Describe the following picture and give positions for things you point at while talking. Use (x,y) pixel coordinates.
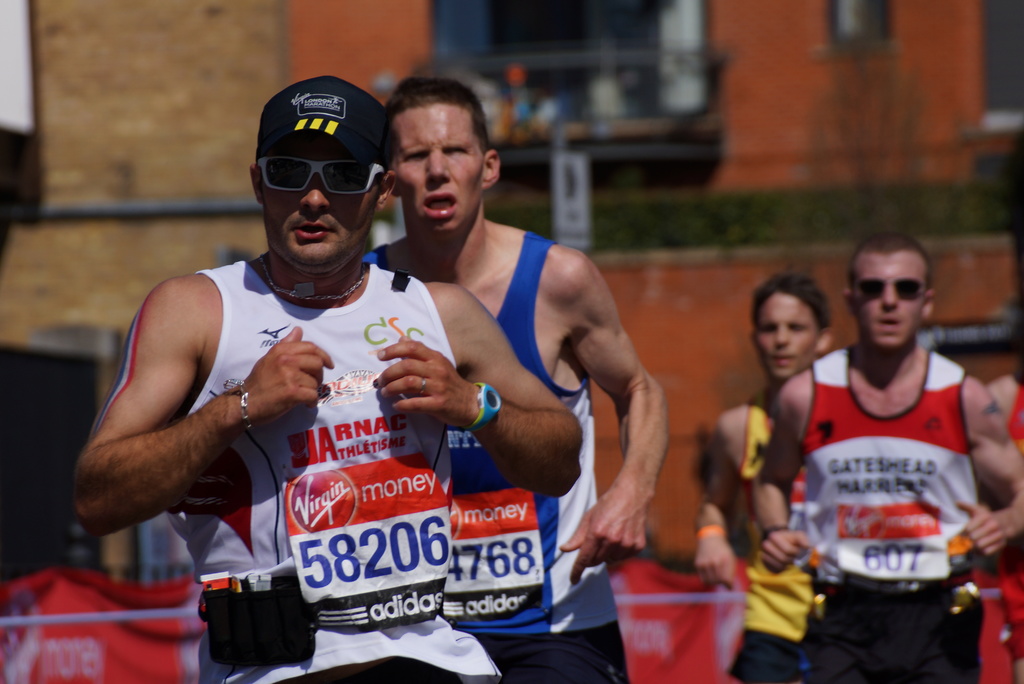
In this image I can see group of people (317,616), in front (337,381) the person (449,424) is wearing white shirt (357,634) and something written on the shirt (287,511), background (127,672) I can see the other person (483,517) wearing blue color shirt (483,491) and I can see a red color banner (126,656), buildings (128,75) in orange and brown color and plants (682,223) in green color.
